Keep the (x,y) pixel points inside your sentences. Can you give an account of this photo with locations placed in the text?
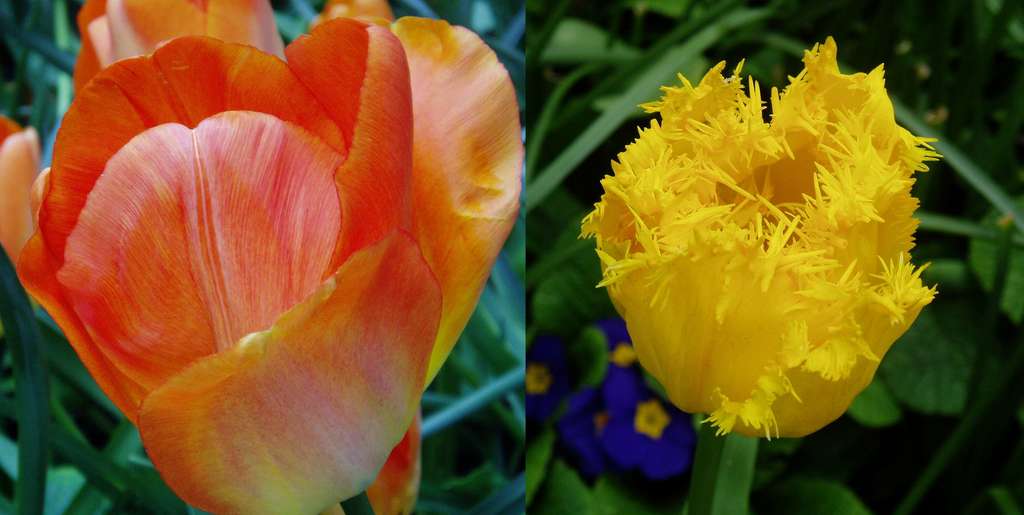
In this image we can see a collage of two pictures in which we can see the flowers (323,325). In the background (464,441), we can see some leaves (501,496).
